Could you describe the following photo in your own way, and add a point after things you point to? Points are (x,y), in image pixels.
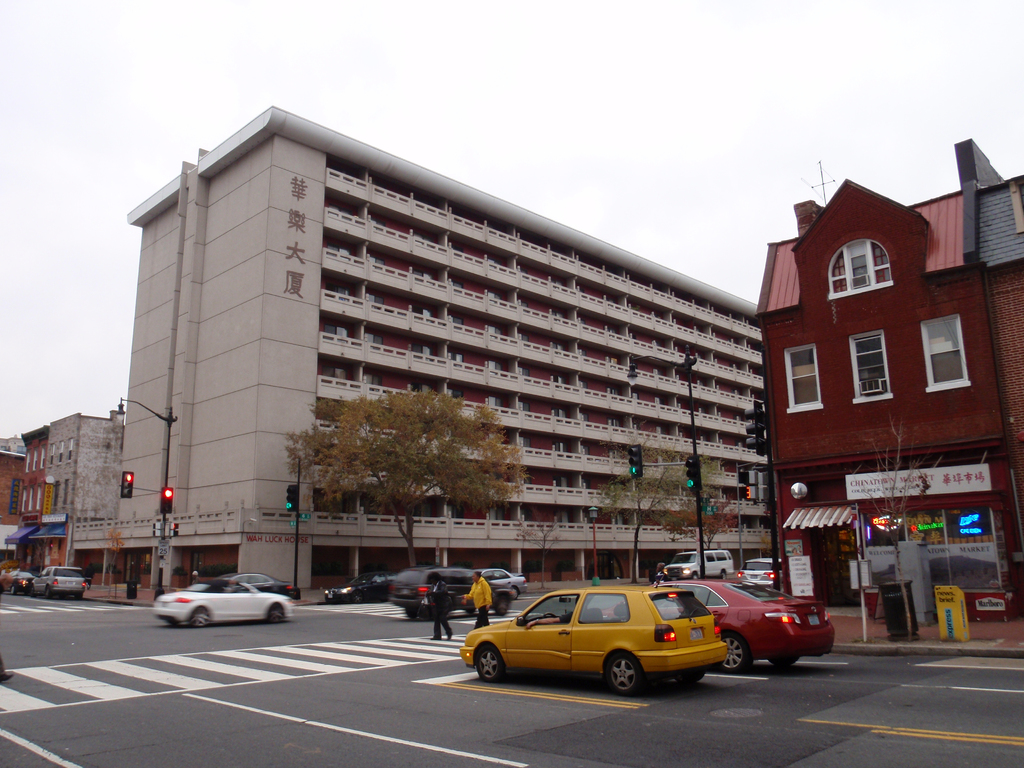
There are cars (549,659) on the road (217,701). Here we can see trees (404,475), poles (693,413), traffic signals (757,470), bin (896,624), boards (866,579), and buildings (87,425). Here we can see two persons (441,627) on the road (335,621). In the background (782,179) there is sky (716,205).
